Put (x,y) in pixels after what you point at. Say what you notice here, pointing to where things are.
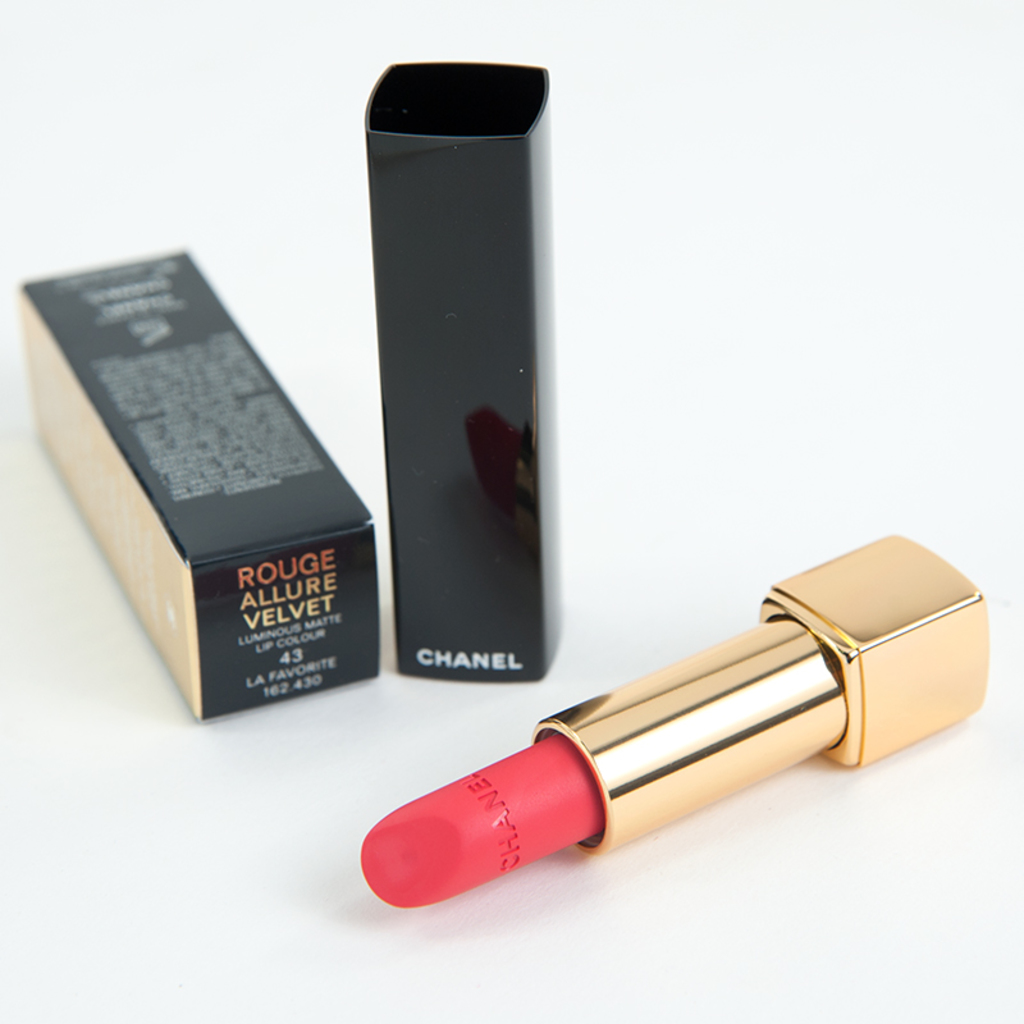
In this image we can see lipstick (470,806) and carton (169,438) placed on the table (204,813).
